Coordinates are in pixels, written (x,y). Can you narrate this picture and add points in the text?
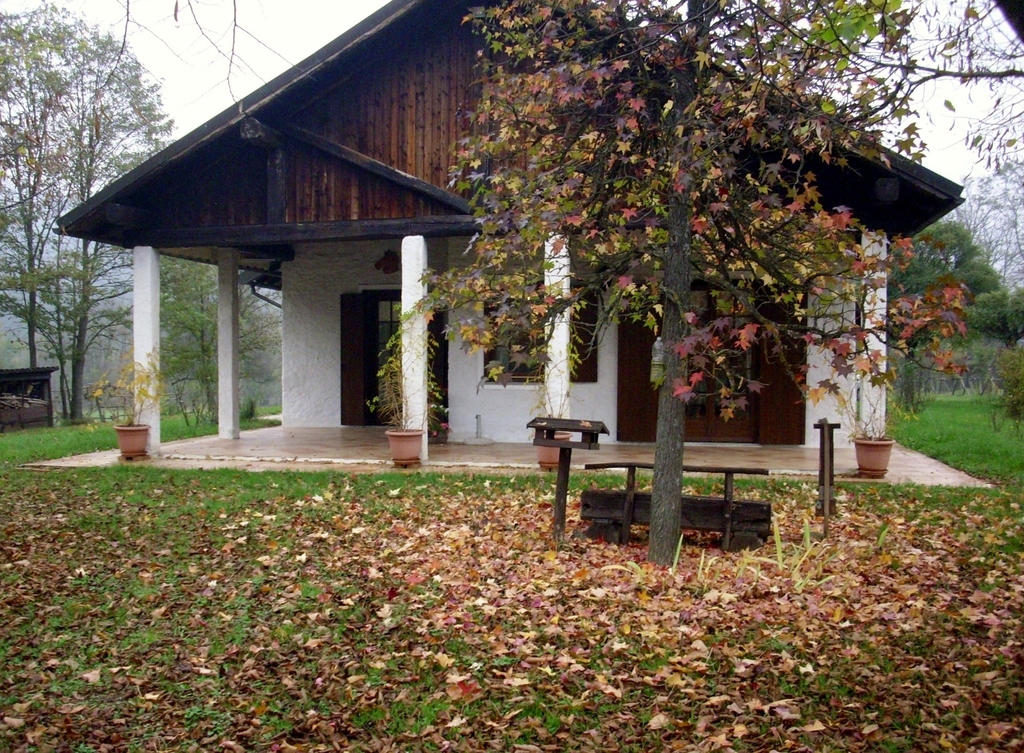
In this image in the center (537,400) there is one house (294,374) and also there are some trees (761,388), flower pots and plants (860,433). At the bottom (862,622) there is grass (110,588) and some dry leaves (169,588), in the background (119,305) there are some trees (913,283). At the top (307,35) there is sky (247,44).
